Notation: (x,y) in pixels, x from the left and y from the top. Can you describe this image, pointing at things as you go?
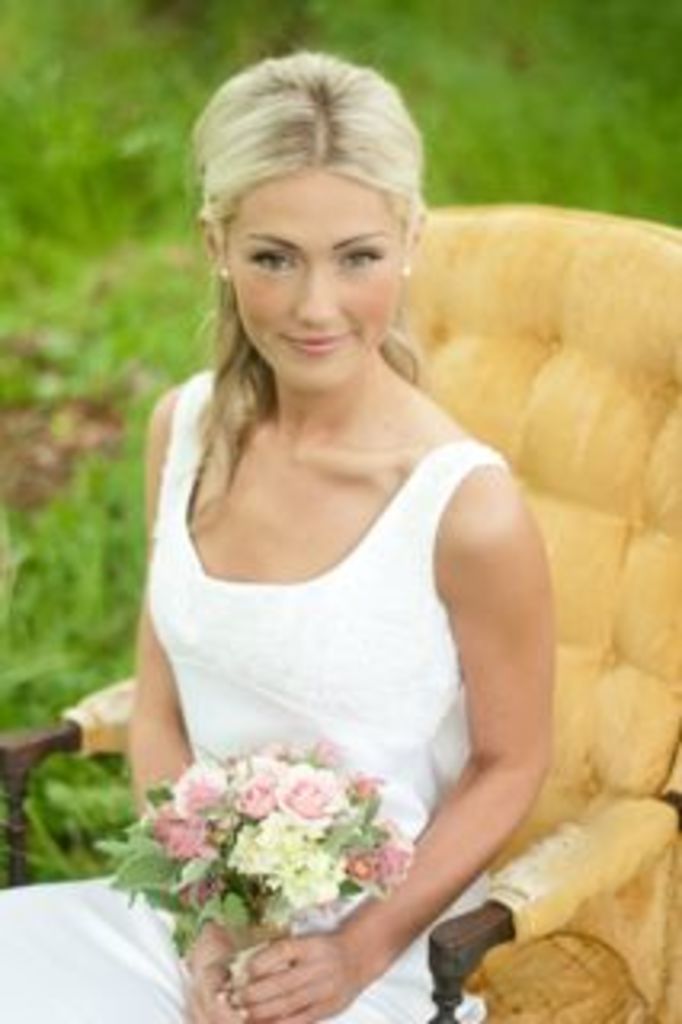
In this image there is a girl (354,661) sitting on the chair (533,471). She is holding a bouquet (194,823). Behind her there's grass (96,211) on the ground (123,301).
